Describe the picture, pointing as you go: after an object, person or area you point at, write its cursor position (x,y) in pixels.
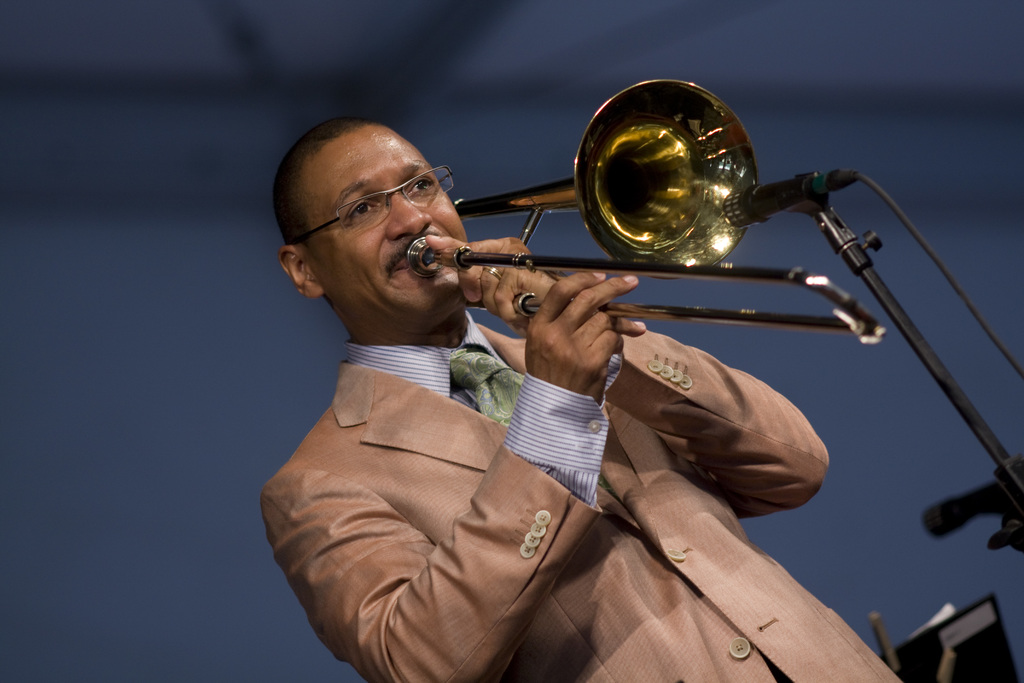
In the image a person (521,397) is a playing music instrument (615,231) and there is a mic (740,200) kept in front of the instrument (657,190), the man (660,579) is wearing a blazer (529,503) and a shirt (526,426) and the background of the man (322,217) is blur.
